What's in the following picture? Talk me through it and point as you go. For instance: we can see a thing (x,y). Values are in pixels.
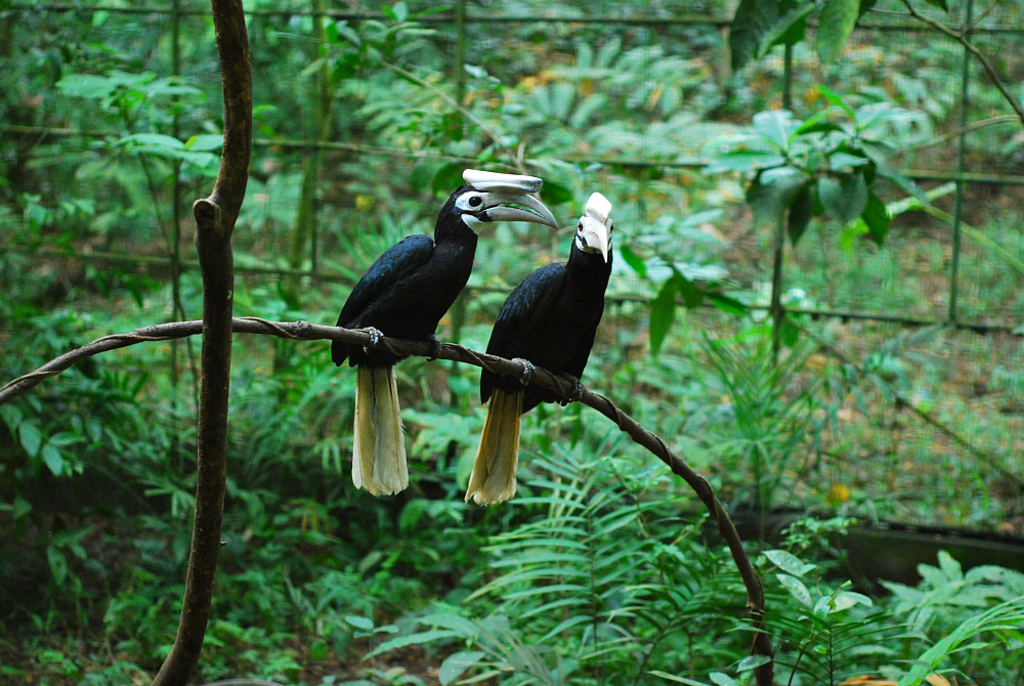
To the front of the image (412,343) there is a stem (412,343). On the stem (13,381) there are two black colored birds (454,244) with white beak (536,219). In the background (296,354) there are many trees (571,615).
